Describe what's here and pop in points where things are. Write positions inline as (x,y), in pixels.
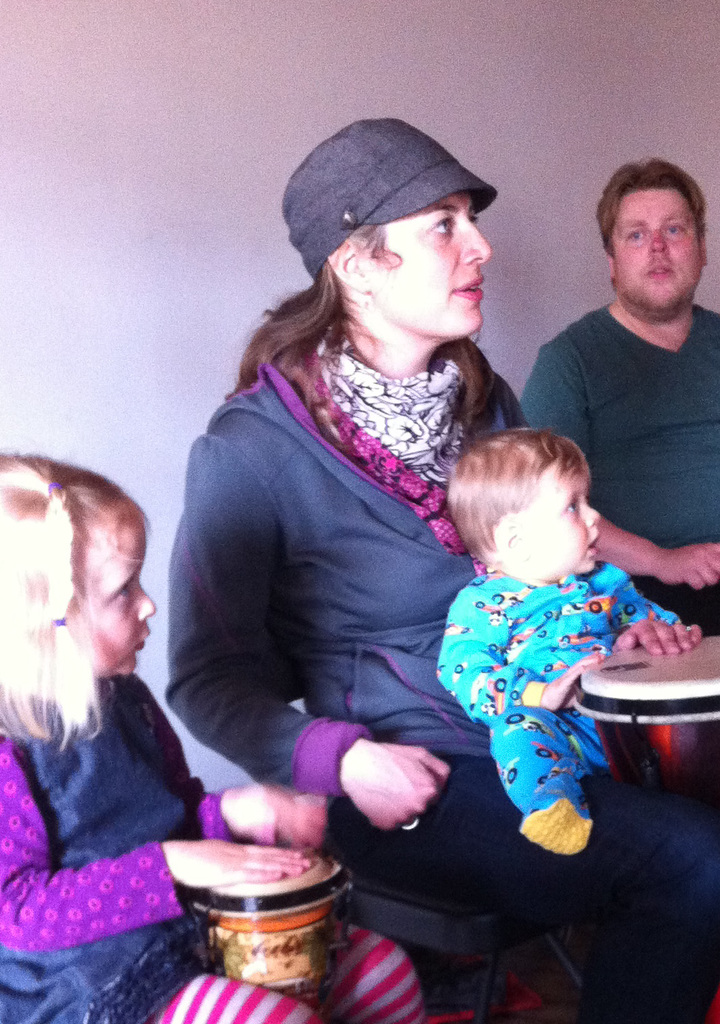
This is the woman (225,725) and a small girl (111,804) sitting. This is the small boy (576,687) sitting on the women's lap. Here is the man (618,487) sitting. This girl (305,851) is playing some musical instrument (328,885).
